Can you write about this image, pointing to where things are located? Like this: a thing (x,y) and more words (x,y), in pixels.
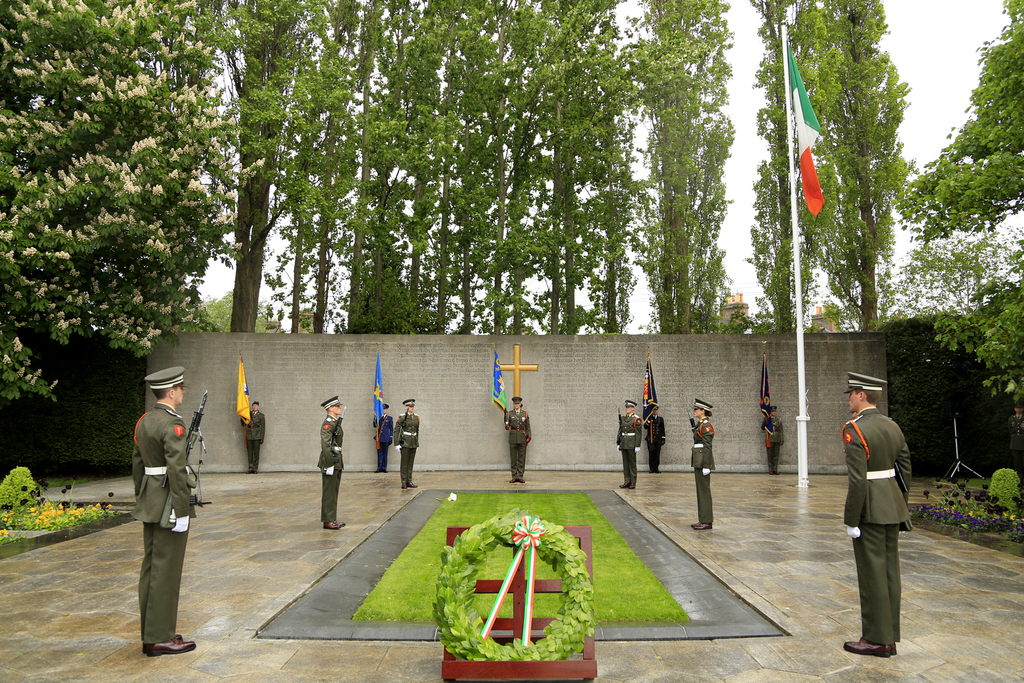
In this image I can see group of people (875,598) standing, they are wearing uniform (633,423) and holding guns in their hands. Background I can see a flag (799,128) which is in green, white and orange color. I can also see other flags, trees (378,213) in green color and sky (753,67) in white color.
